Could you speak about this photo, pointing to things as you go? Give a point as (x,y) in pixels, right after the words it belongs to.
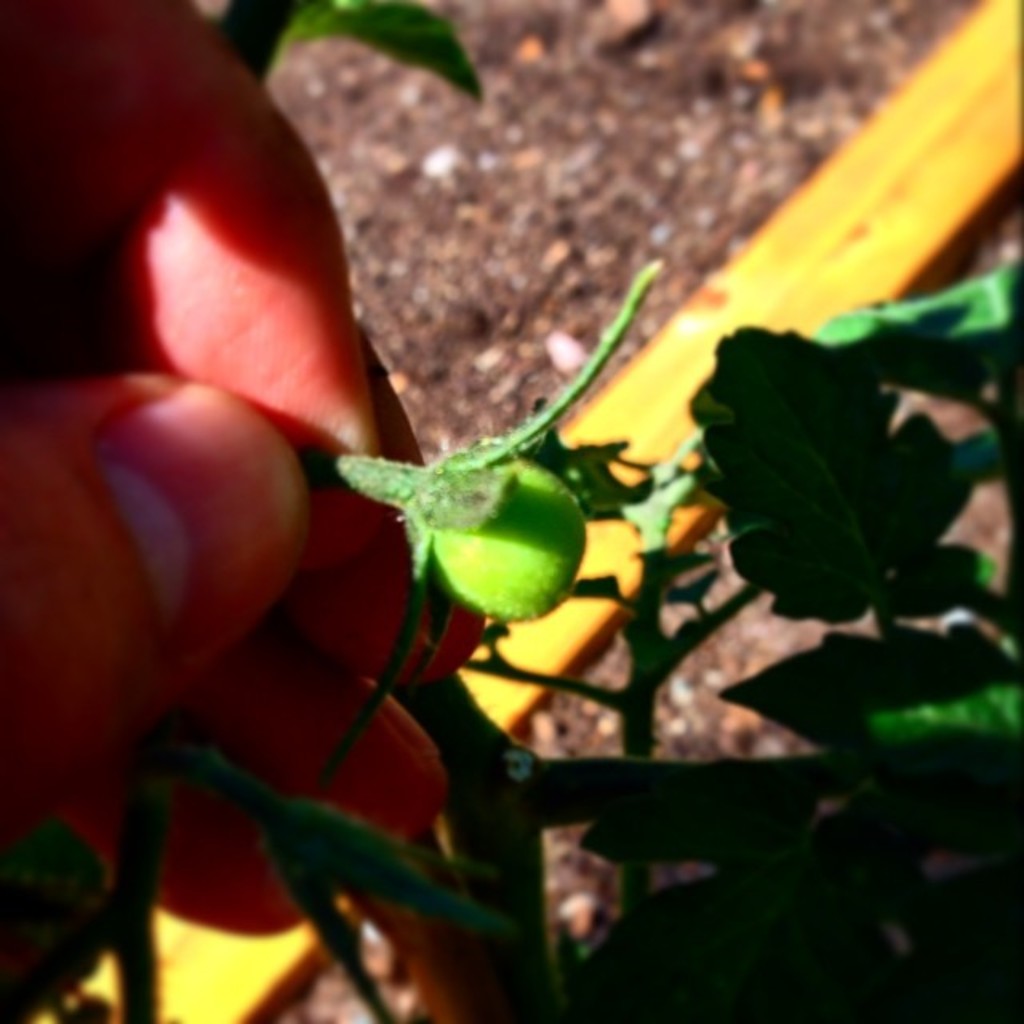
In the center of the image (345,618) we can see human fingers (218,467) holding a fruit (530,542) of a plant (622,777) and we can see a yellow color object (776,273). In the background (632,345), we can see it is blurred.
